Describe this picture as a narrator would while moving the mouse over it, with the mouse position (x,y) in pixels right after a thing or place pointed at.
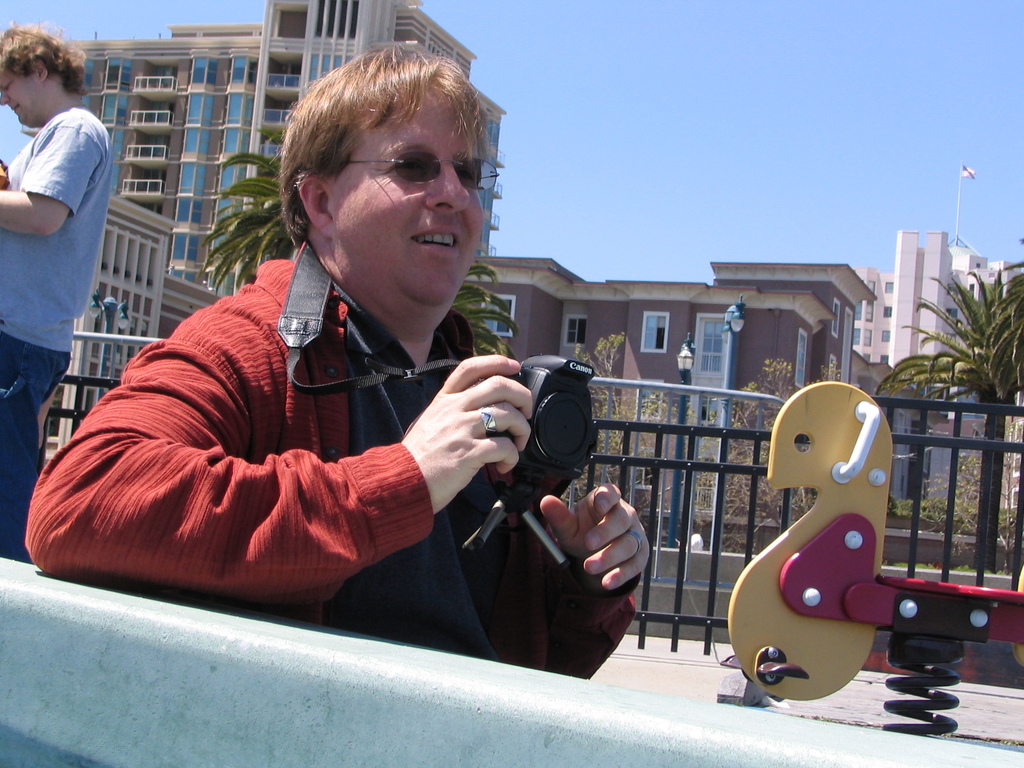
In the middle (399,461) there is a man (419,265) he wear red shirt (258,418) he hold camera (575,440). On the left (30,282) there is a man (44,281) he wear t shirt (78,185) and trouser (32,400). In the background (682,307) there are many buildings (815,301) and flag (971,168), plants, tree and sky (825,90).
